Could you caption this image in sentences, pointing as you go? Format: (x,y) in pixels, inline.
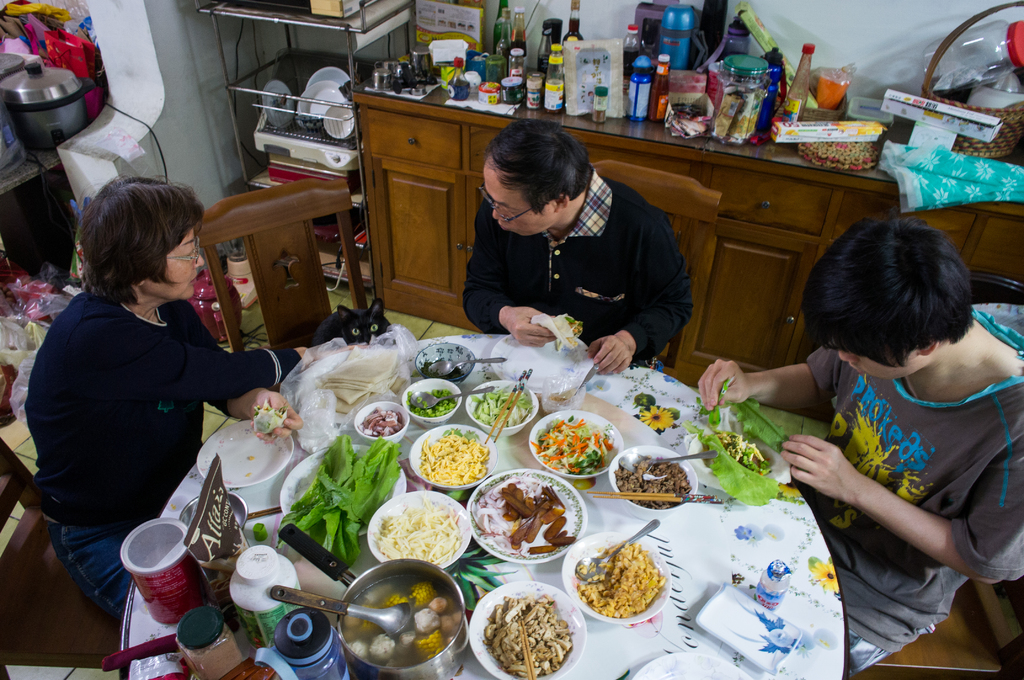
In this image there is floor (426,321) at the bottom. There are people (641,307), chairs (53,549), and a table (622,367) with food items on it in the foreground (636,517). There is a cupboard (792,171) with bottles (548,83) and other objects (579,50) on it and there is a metal stand (224,12) with objects (324,114) on it and a wall (368,60) in the background (621,33).
